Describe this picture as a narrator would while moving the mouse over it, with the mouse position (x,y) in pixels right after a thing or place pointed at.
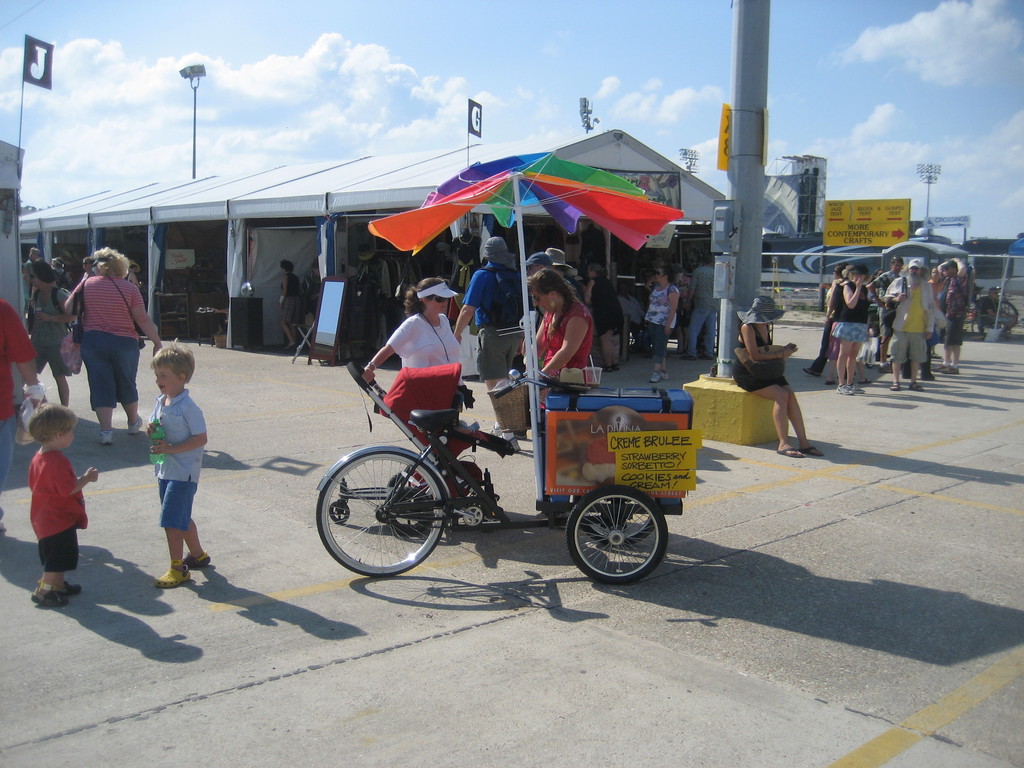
In this image there are so many stalls (367,306) and there are a few people (2,340) standing and walking on the road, there is a vehicle (577,486) with food items (607,474) like ice creams (585,475), there are poles (742,56), sign boards (847,229), banners (660,180) and in the background (358,50) there is the sky (385,56).
